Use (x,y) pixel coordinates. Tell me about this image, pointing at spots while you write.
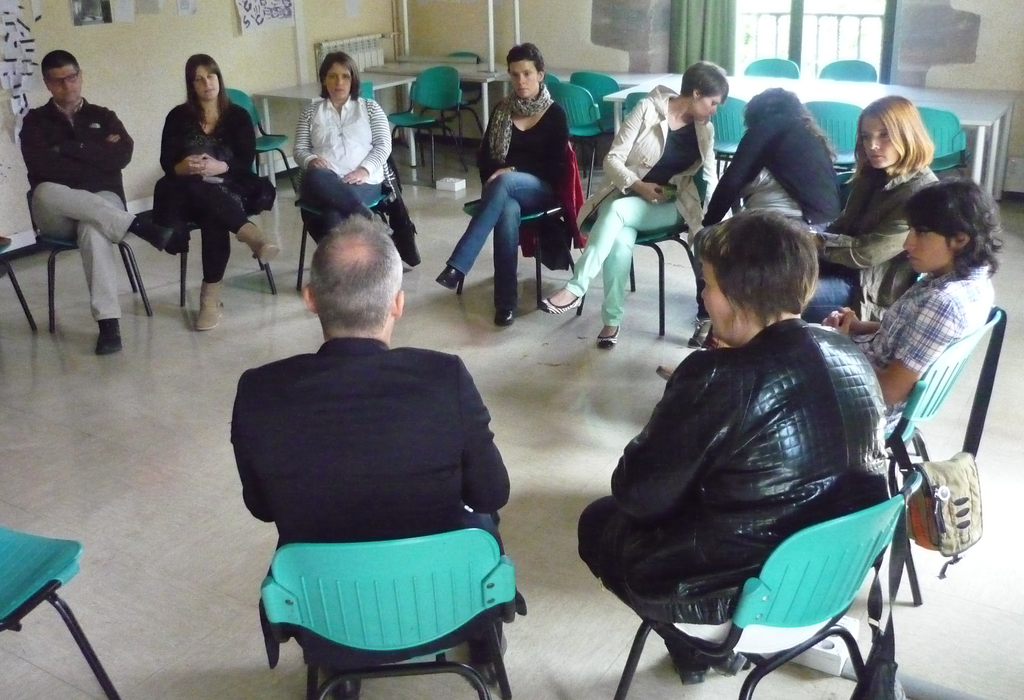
In this image I can see the group of people (91,287) sitting on the chairs (738,619). To the one chair (925,384) a bag (962,535) is hanged. In the background (735,69) there is a window (735,41) and a curtain (692,39) to the window (739,65). And there are some papers (26,21) to the wall (101,67).
